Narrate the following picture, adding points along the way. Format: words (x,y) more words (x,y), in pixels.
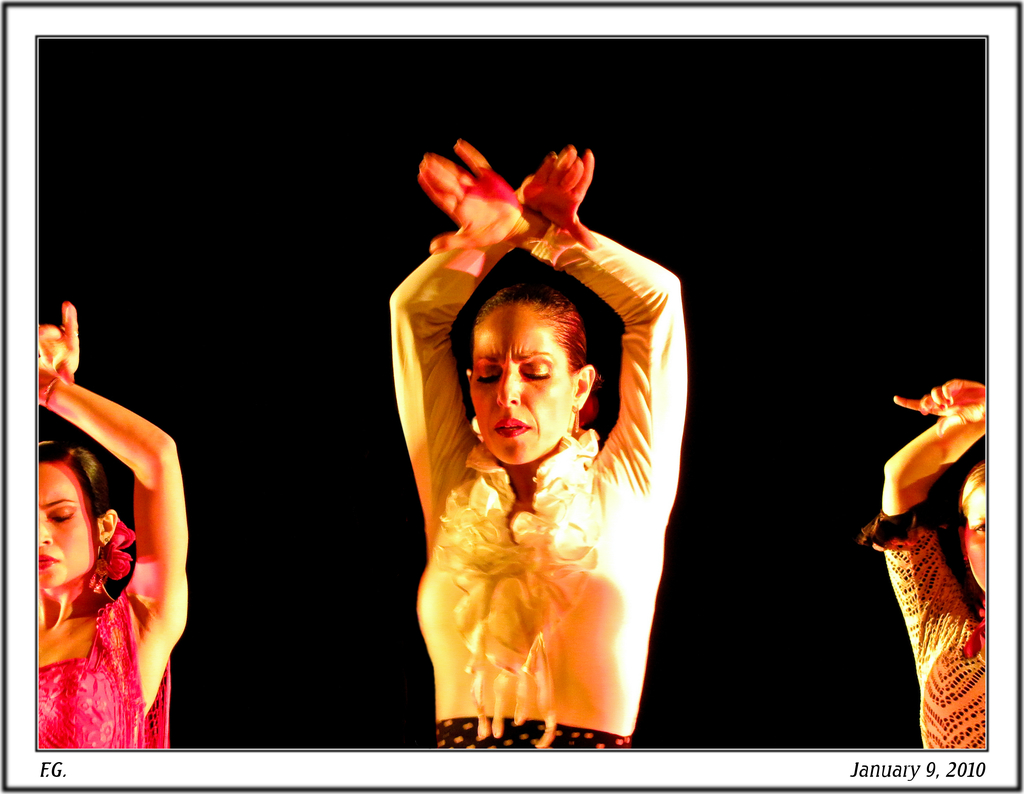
In this picture we can see three women (506,568), at the bottom of the image (59,773) we can find watermarks (883,778).
